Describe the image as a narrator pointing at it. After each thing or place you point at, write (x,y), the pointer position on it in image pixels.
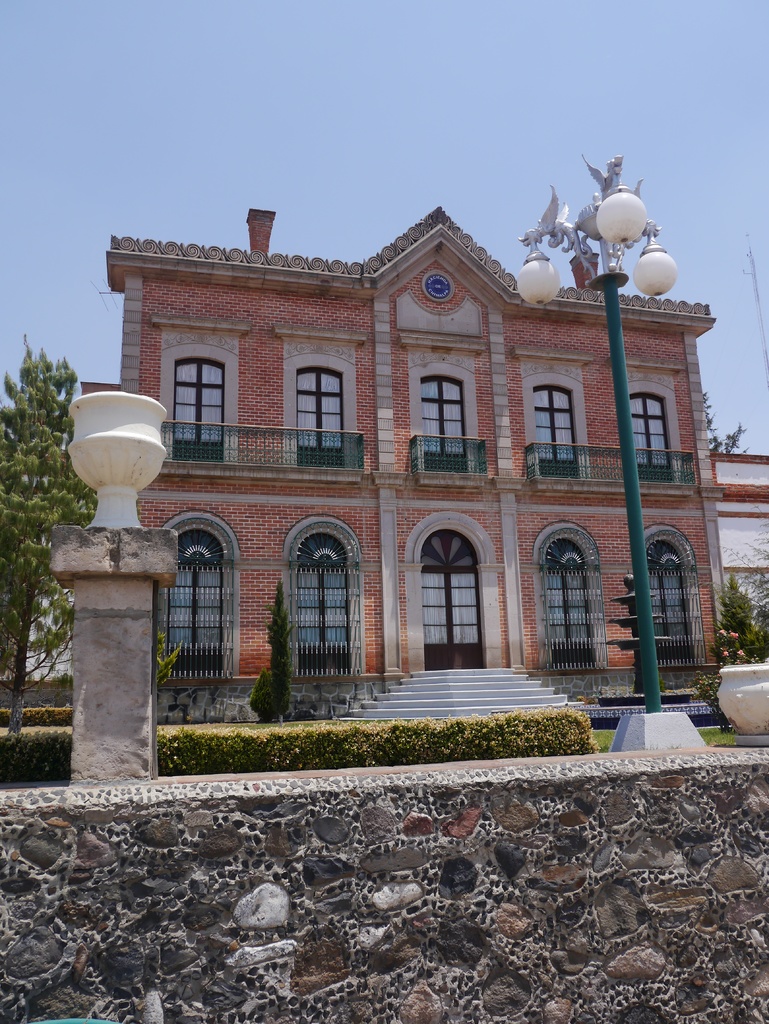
At the bottom of the image (14,1020) we can see a wall (14,1020). Behind the wall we can see some plants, poles (630,466), trees (11,562) and building (366,325). At the top of the image (196,22) we can see the sky (30,102).
